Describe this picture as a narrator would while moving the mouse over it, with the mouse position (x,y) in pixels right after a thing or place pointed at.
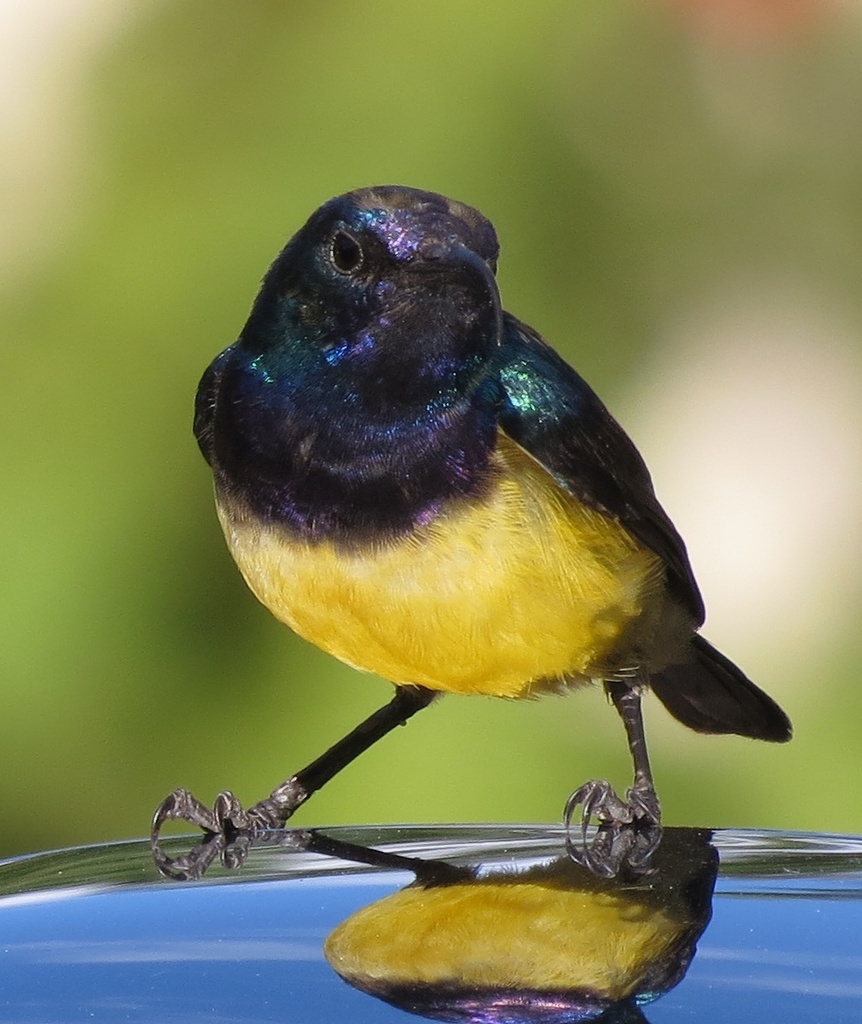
In this image we can see one bird (208,838) on the glass object (137,882), one glass object (463,936) on the bottom of the image (274,946), there is a reflection (348,843) of a bird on the glass object (375,869), there is a green color background and the background (850,773) is blurred.
